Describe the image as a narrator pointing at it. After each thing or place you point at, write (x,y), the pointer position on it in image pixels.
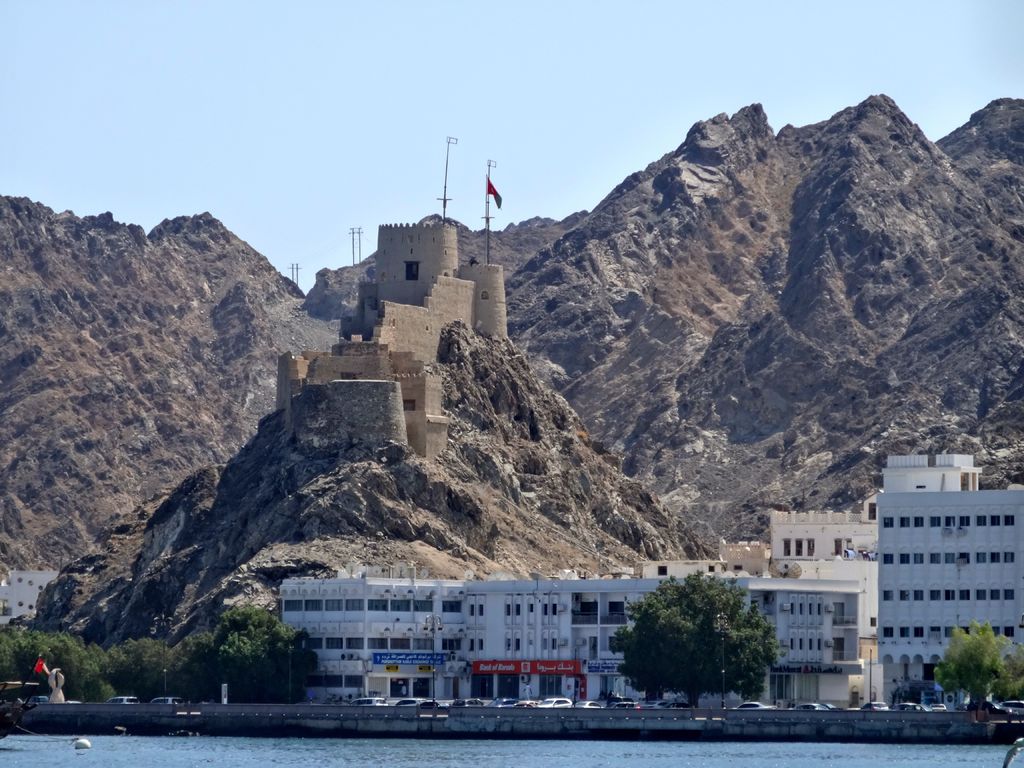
In this image I can see few buildings (468,630) and in the front of it I can see number of trees (226,651), number of vehicles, few poles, few boards (495,674) and the water (776,758). In the background (284,201) I can see mountains (351,275), the sky (332,199), a fort (344,444) and on the top of it I can see a flag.
